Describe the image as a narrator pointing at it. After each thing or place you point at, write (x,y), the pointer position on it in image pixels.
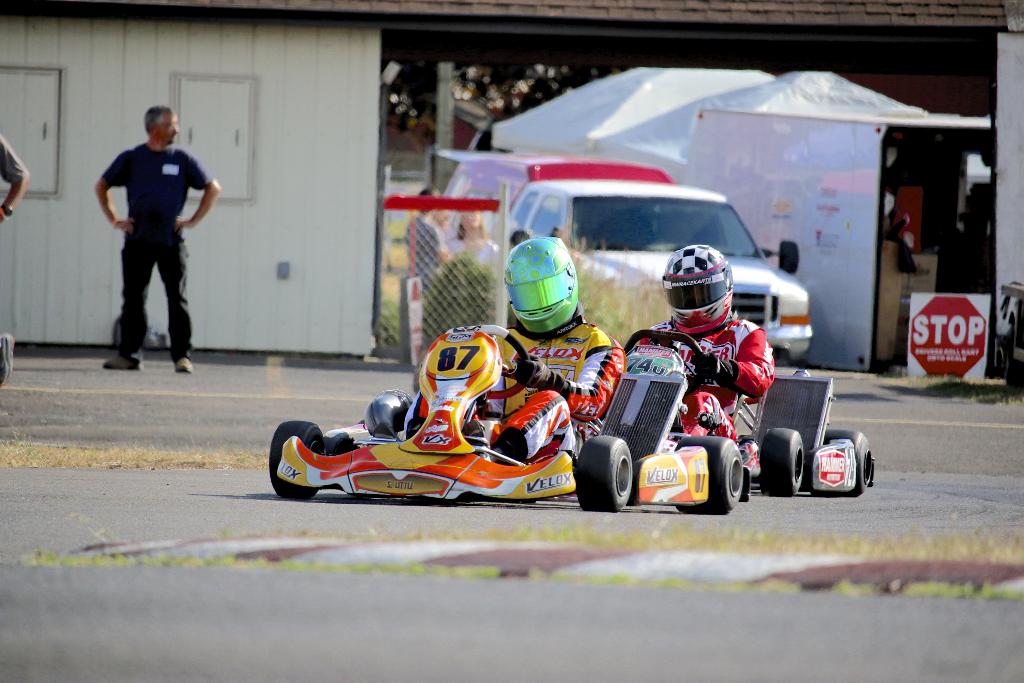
In this image I can two men (575,374) are driving the go-kart (613,455) on the road (471,515). In the background (650,116) I can see white color shade (656,128). On the top left of the side there is a building (117,56). Beside that there is a man (152,215) is wearing blue color t-shirt (162,183) and standing.
